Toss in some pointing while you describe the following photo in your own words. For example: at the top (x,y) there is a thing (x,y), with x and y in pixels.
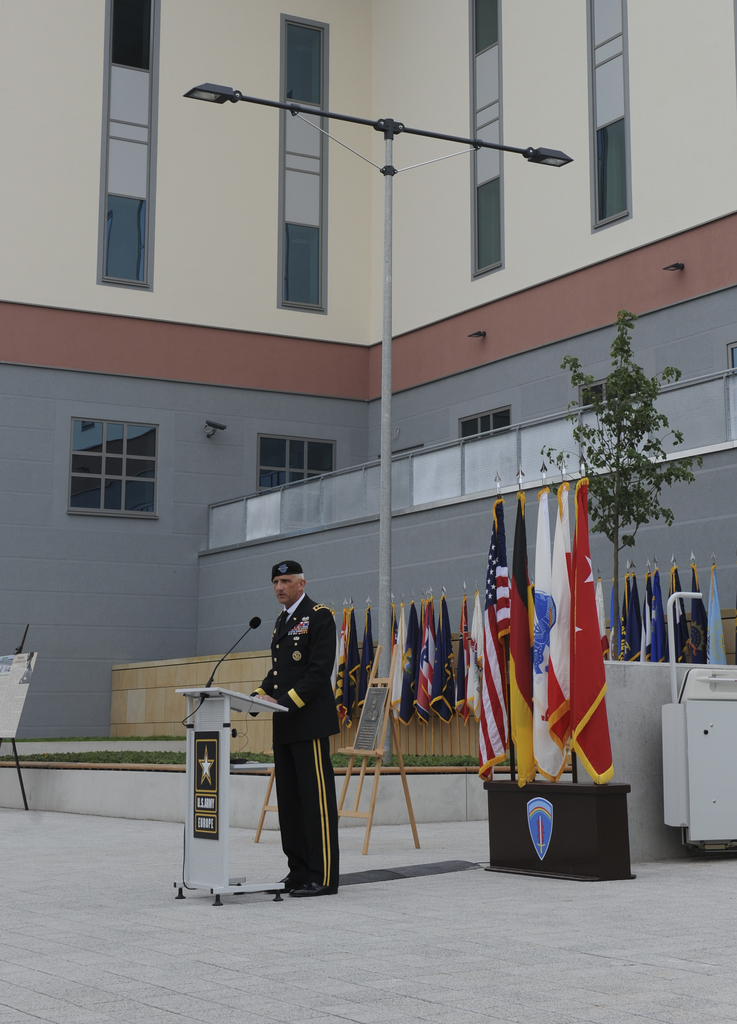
In this image we can see a man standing beside a speaker stand (225,758) containing a mic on it. We can also see some boards (366,745), the flags (415,619), grass (430,763), plants (420,758), a device (707,777), a street pole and a buildings (483,452) with windows (270,449) and some cameras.
